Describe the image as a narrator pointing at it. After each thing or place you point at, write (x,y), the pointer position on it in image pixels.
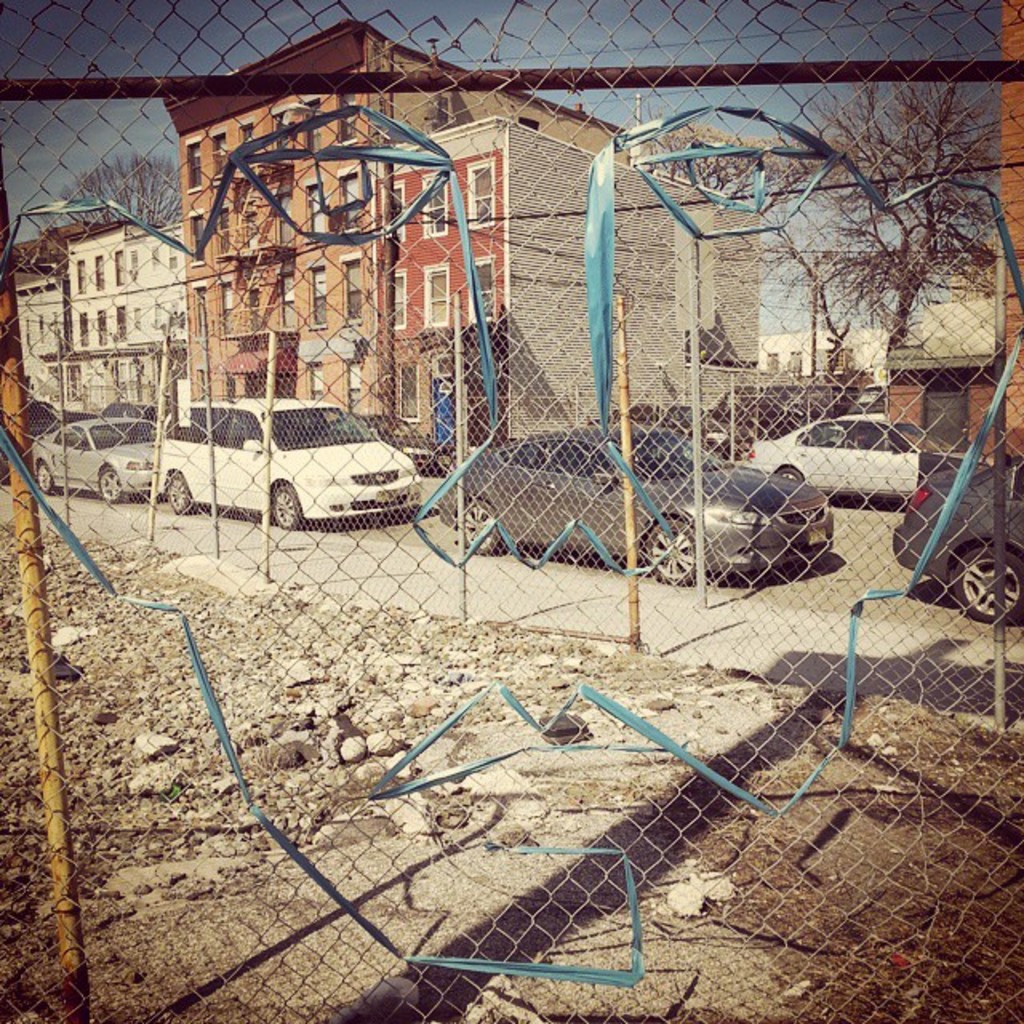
In this picture we can see a fence (223,511) and some vehicles (416,473) on the road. Behind the vehicles (394,482) there are buildings (547,331), trees (936,295) and a sky (627,29).
